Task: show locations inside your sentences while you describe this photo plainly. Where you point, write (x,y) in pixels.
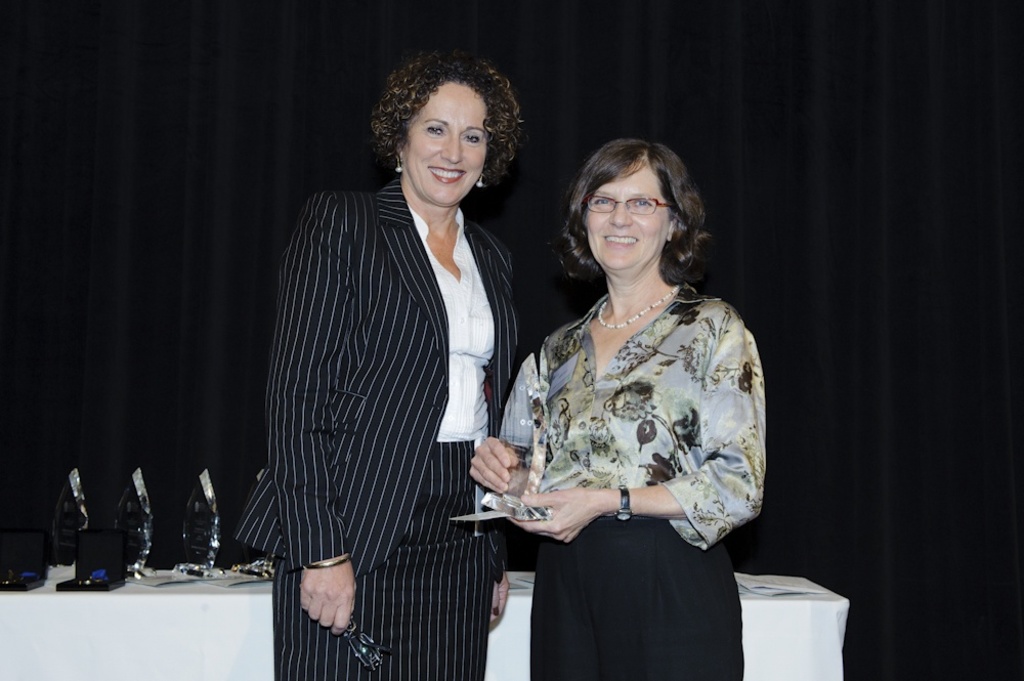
In this picture I can see couple of woman (490,276) standing and I can see a woman (389,598) holding spectacles (356,650) in her hand (329,620) and another woman (552,448) holding a memento (528,469) in her hand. I can see few memento's (190,500) on the table (139,590) and looks like a curtain (187,123) in the background (148,112).
